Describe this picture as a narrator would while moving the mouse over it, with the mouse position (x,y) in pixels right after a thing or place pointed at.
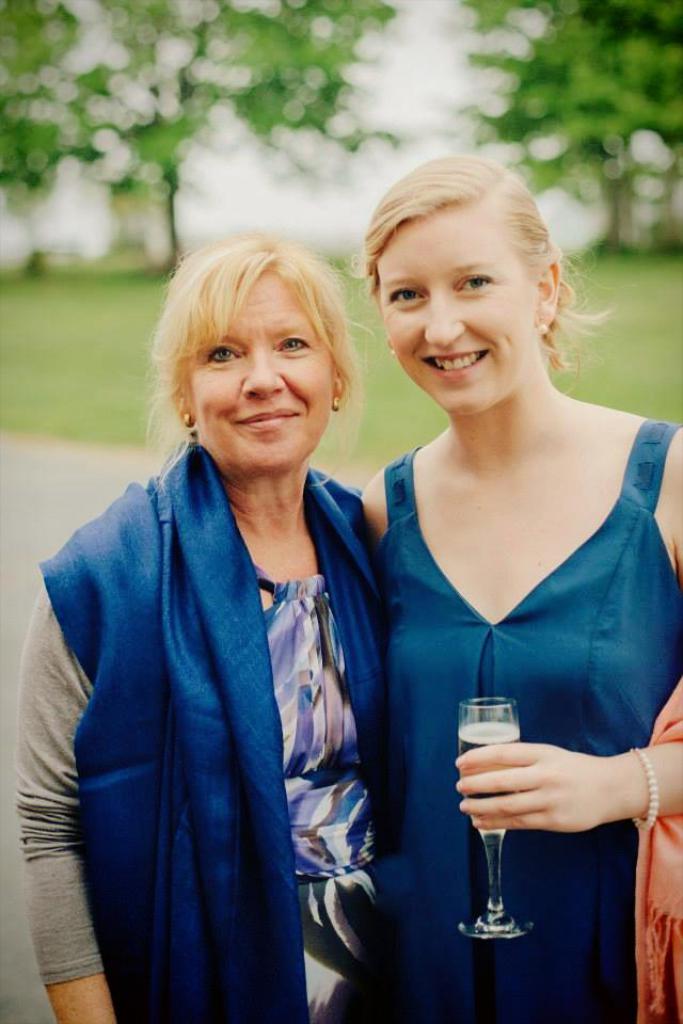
This picture shows two women (596,786) standing and a woman (502,964) holding a wine glass (478,927) in her hand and we see couple of trees (42,44) on the back (80,47).
